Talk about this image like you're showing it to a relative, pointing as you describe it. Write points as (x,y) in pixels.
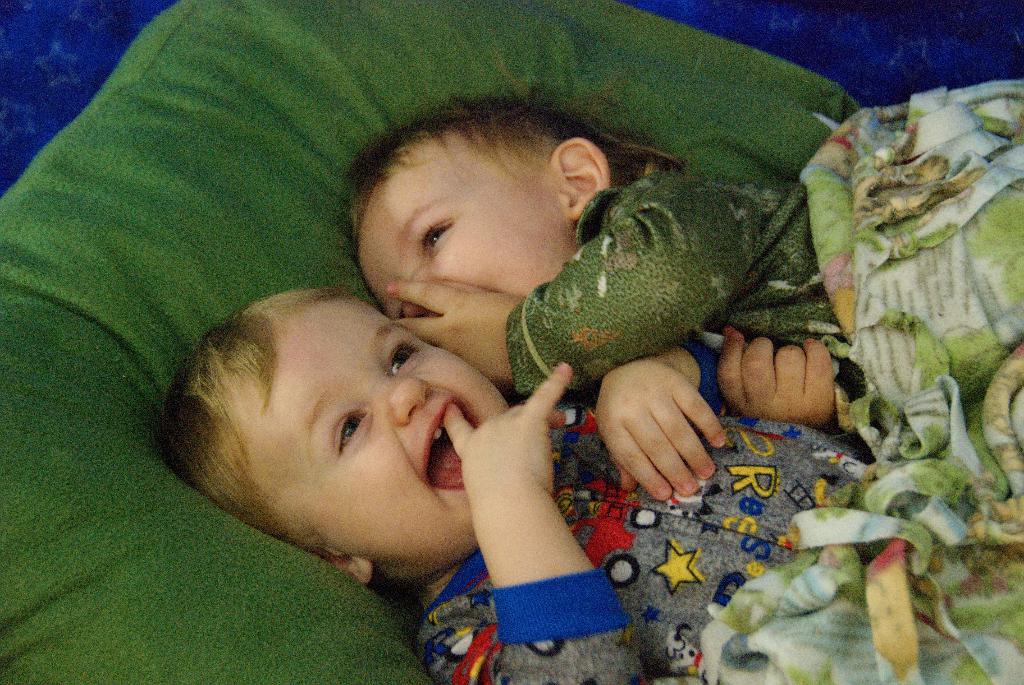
In this image I can see there are two babies (270,309) laying on green color bed (210,570) and upon the bed (483,61) I can see a green color bed sheet (817,626) and they are smiling.
